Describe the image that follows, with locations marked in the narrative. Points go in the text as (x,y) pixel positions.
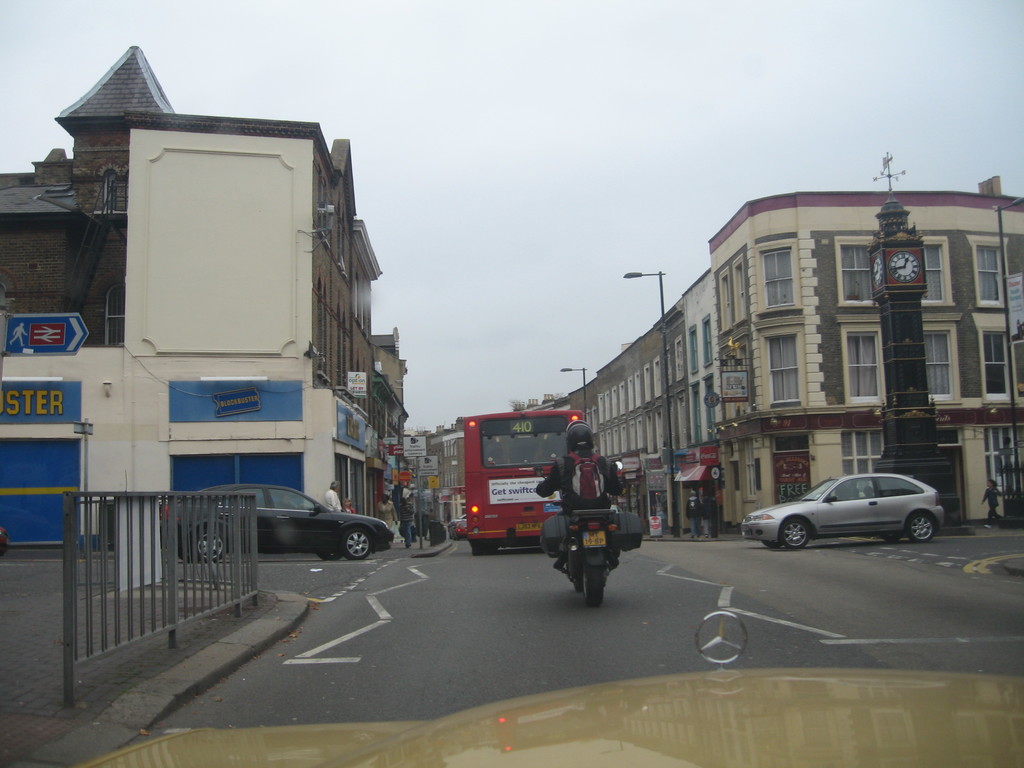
In this picture there are vehicles (553,452) on the road (1007,551) and there is a person (554,471) riding motor bike (565,523) on the road (567,642) and there are buildings (673,338) and there are street lights (1009,341). On the right side of the image (899,287) there is a tower (919,286) and there are clocks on the tower (885,287) and there are boards (281,404) on the buildings (736,511) and there is text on the boards (281,404). On the left side of the image (222,559) there is a railing (220,602). In the foreground (731,689) there is a vehicle (662,686). At the top (563,137) there is sky (534,143). At the bottom (670,595) there is a road (711,585).
